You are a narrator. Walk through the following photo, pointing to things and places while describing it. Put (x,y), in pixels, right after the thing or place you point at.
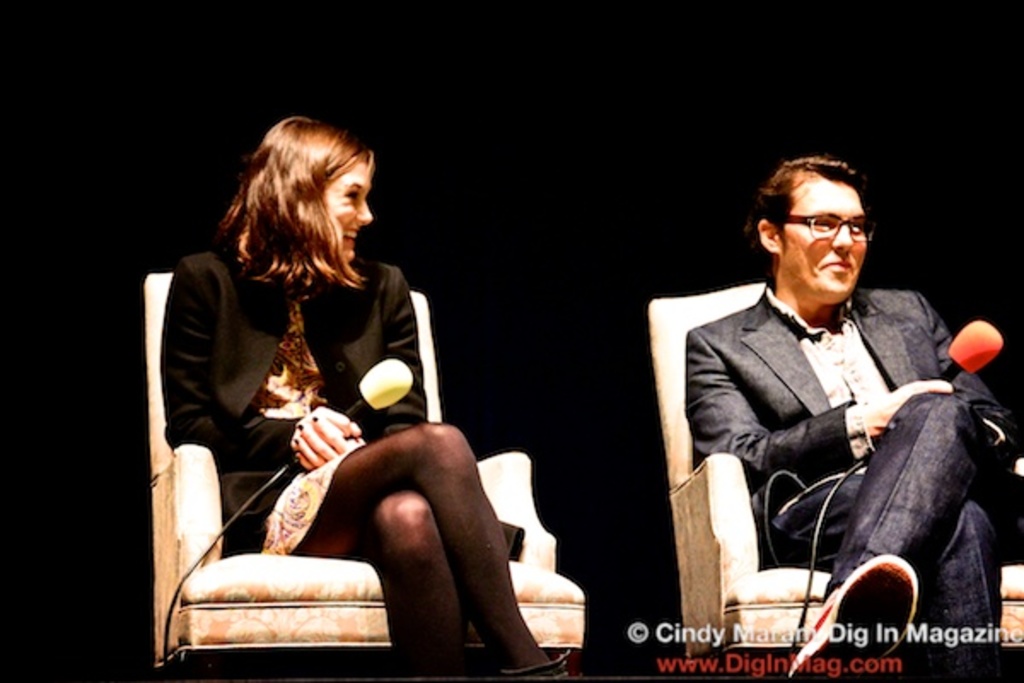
In the foreground (981,466), I can see two persons (804,269) are sitting on the chairs (173,456) and are holding mics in their hand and I can see a text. In the background (358,92), I can see a dark color. This picture might be taken on the stage (552,354).
